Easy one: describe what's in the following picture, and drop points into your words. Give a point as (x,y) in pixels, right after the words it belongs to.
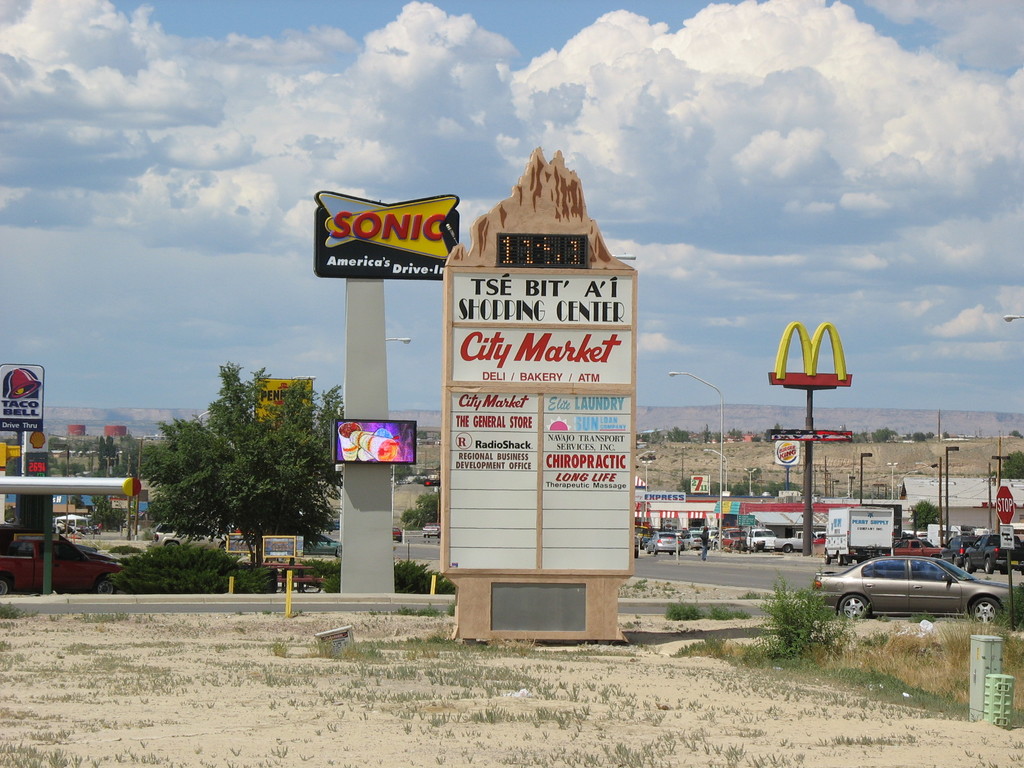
In the image there is a board (583,327), on that there are some names (558,475) and behind the board (565,458) there are banners (812,437), logos (797,448) and other things (367,511). On the right side (885,541) there are vehicles (892,527) and poles (699,378) and on the left side (204,476) there are trees (194,473).
